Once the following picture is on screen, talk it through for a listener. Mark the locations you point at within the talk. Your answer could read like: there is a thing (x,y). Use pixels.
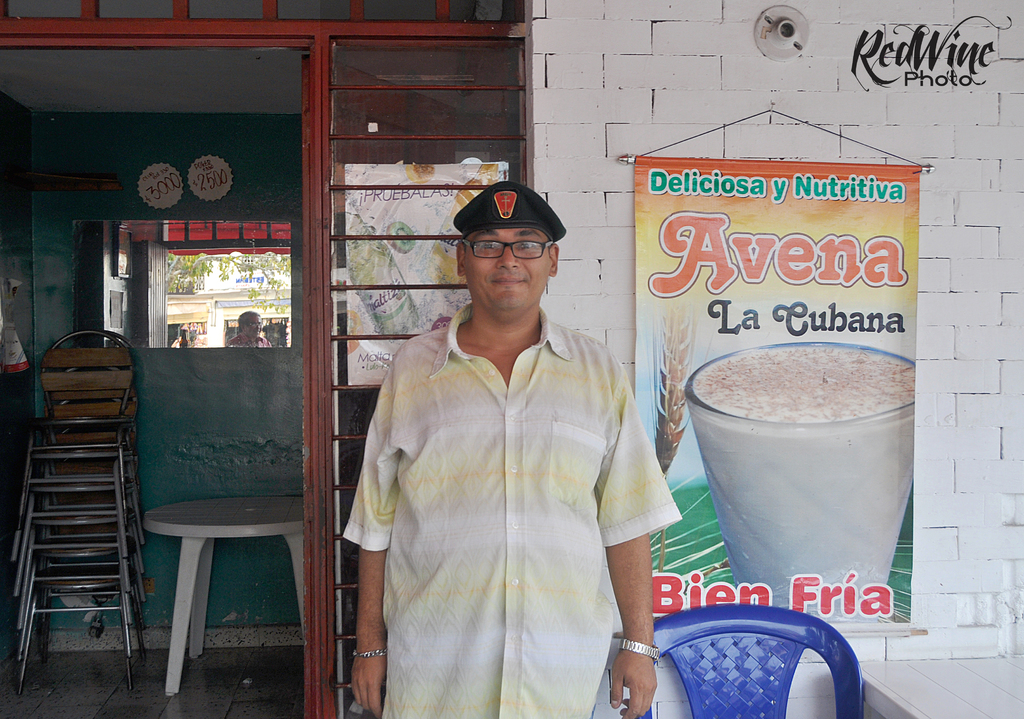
In the center of the picture (504,344) there is a person (528,472) standing, beside him there are table (874,681) and chair (772,608). On the right (795,282) there is a banner (756,297) to the wall (782,149). On the left (291,527) there are chairs (95,536), table (228,500) and door (356,131). In the background (232,288) there are people (246,342), shops (210,307) and trees (202,270). On the left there is a poster (17,334).
